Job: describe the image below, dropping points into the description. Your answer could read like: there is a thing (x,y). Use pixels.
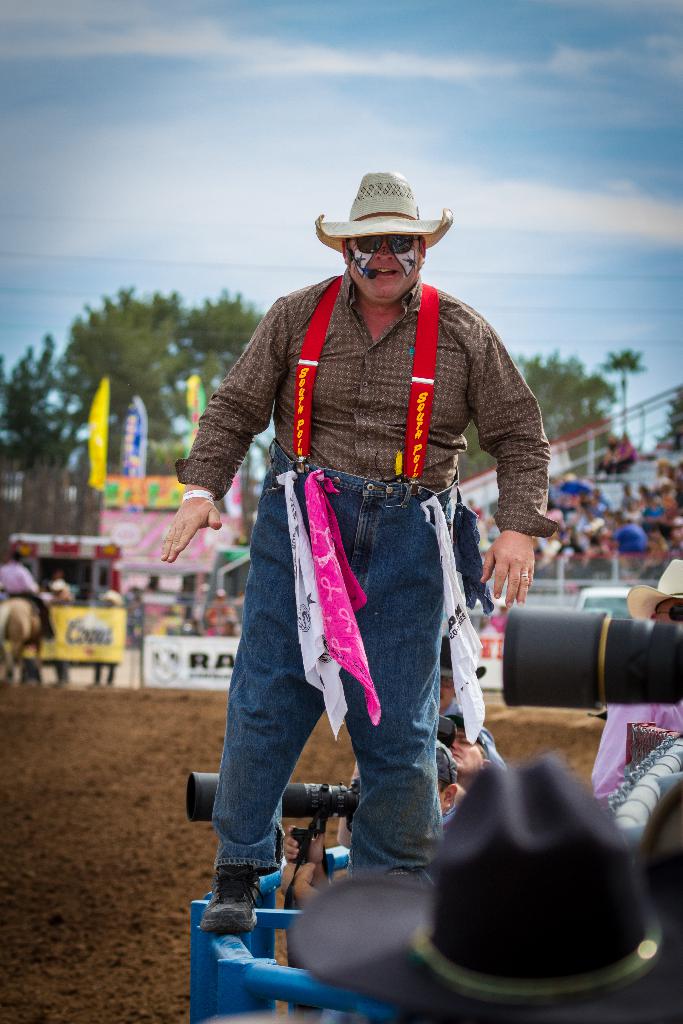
There is a man (333,468) wearing a hat (365,225), it seems like standing on a fence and a camera (551,681) in the foreground area of the image (342,634), there are people (654,502), trees (574,425), posters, wires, man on a horse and the sky (467,288) in the background (255,150).
